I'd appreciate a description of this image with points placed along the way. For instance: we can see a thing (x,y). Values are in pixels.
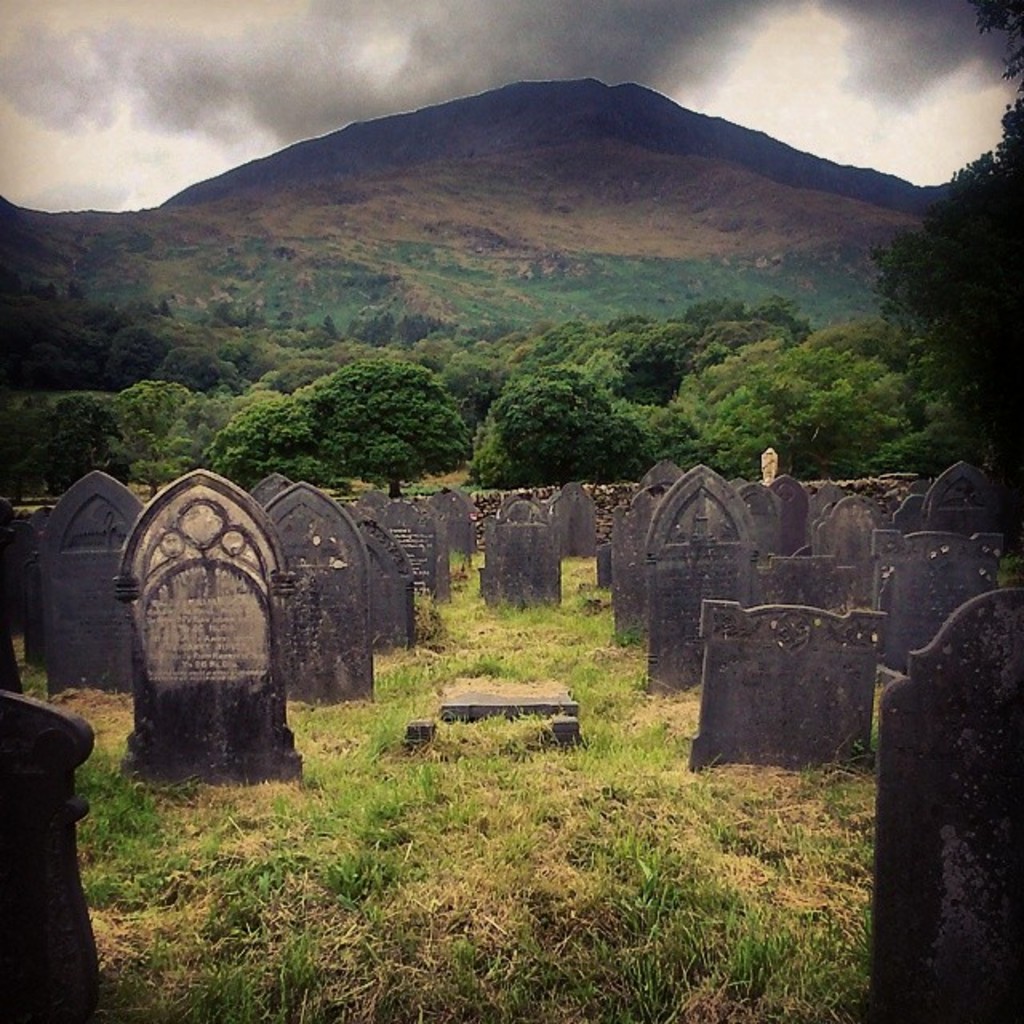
In this image I can see few cemeteries (997,625), background (235,327) I can see plants (237,361) in green color, mountains (304,184) and the sky (218,84) is in white and gray color.
